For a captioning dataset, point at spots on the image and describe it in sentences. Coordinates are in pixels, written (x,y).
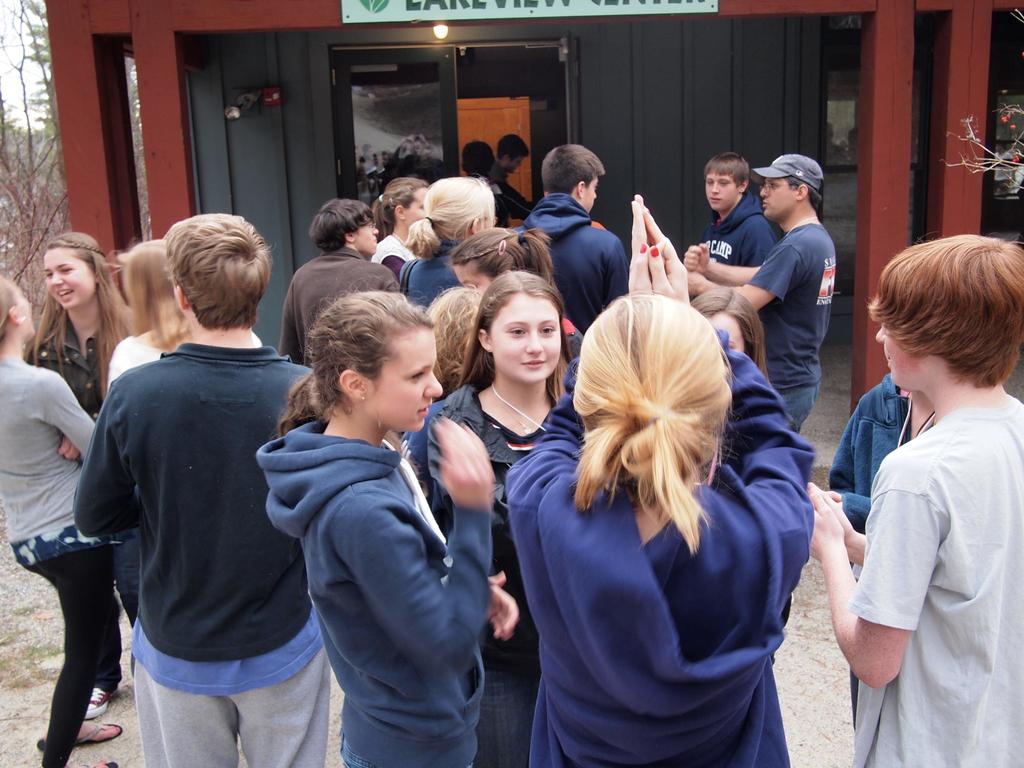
In the center of the image (466,318) we can see many people (762,440) standing. In the background (190,205) there is a shed (494,127) and we can see trees (41,202).
